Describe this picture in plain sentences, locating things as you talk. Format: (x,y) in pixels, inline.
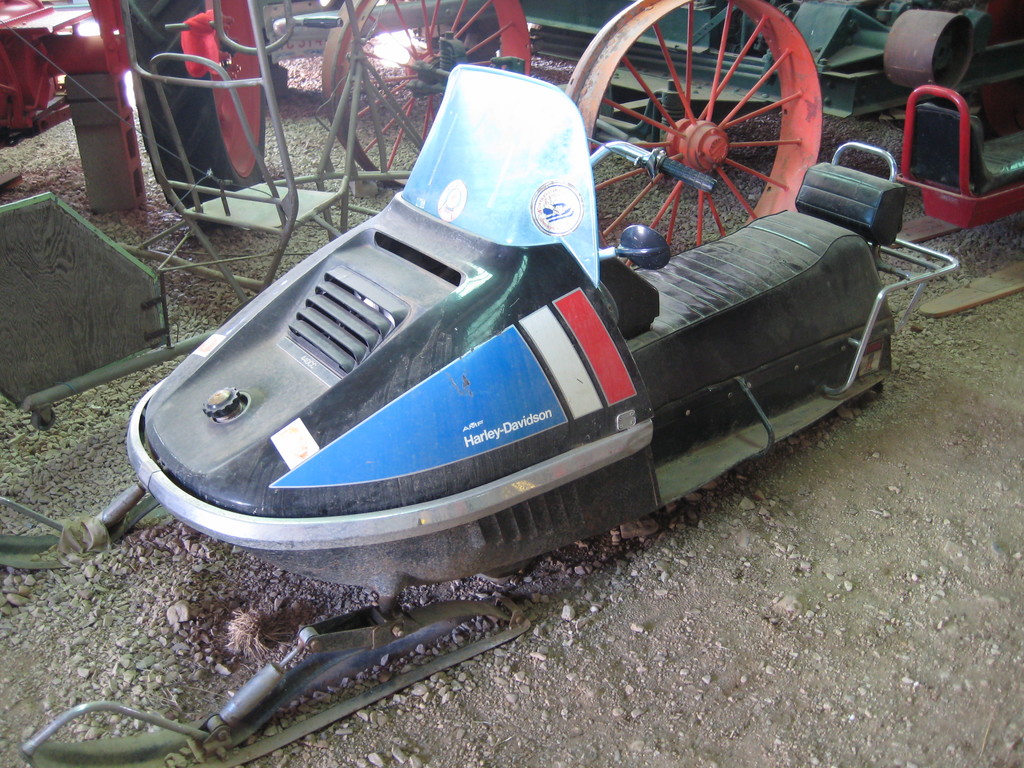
In this image I can see a snowmobile (377,317) written as Harley Davidson and I can see other vehicles (251,38) as well just behind this snow mobile (414,448).
